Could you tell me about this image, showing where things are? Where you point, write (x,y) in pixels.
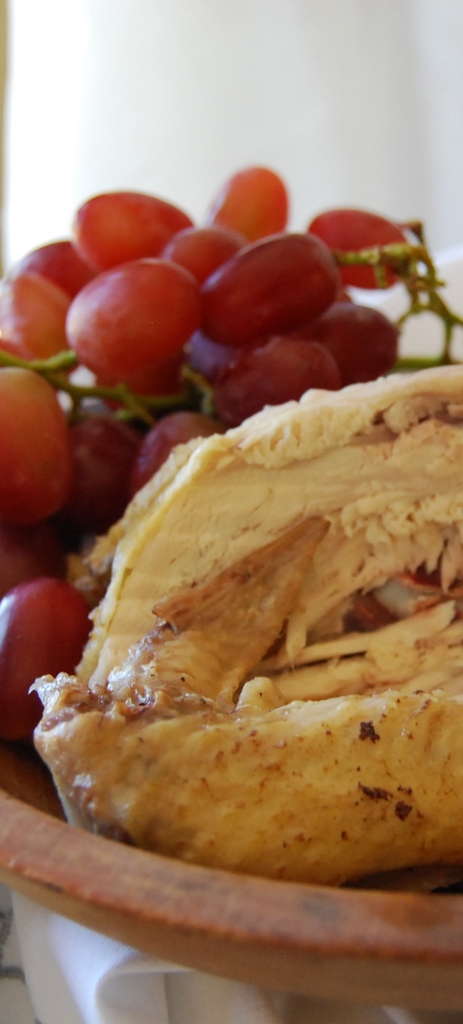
In this image there are some food items (240,632) are kept in a bowl (352,889) as we can see in middle of this image (244,416), and there is a wall (258,83) in the background (239,117).
